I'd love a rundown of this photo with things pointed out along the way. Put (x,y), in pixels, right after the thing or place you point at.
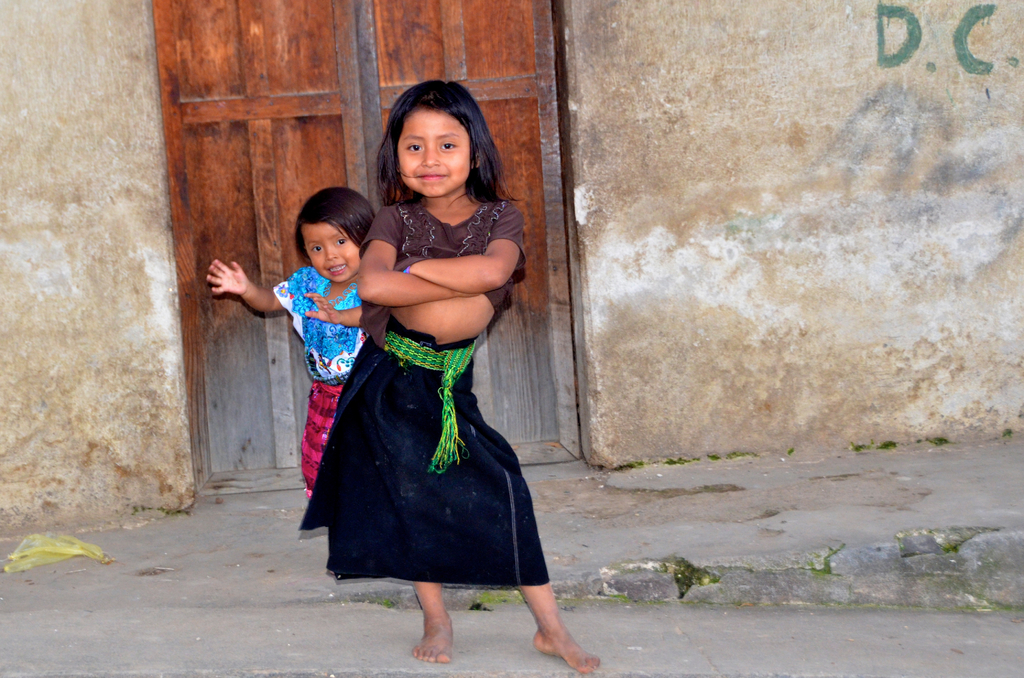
In the picture we can see two small girls (532,555) are standing on the path (284,642) with different poses and behind them, we can see the wall (70,215) with a door (519,0) to it.
